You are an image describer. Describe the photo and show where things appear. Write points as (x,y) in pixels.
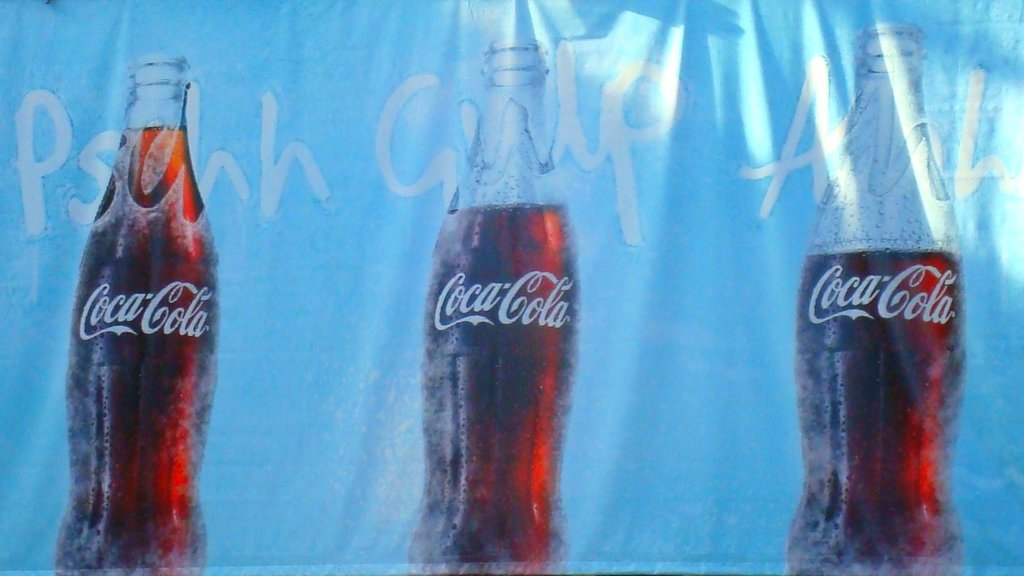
There are three coca cola bottles (521,372) printed on a cloth (377,268).
